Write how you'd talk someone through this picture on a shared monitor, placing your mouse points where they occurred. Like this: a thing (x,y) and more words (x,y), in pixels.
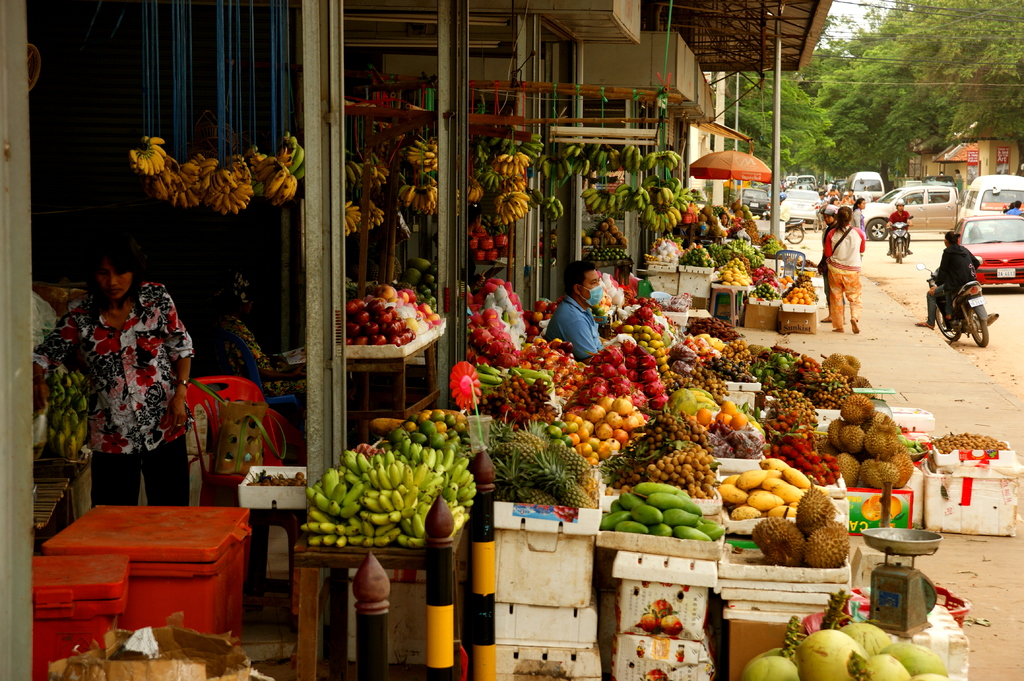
In this picture we can see trees (871,99), vehicles (1008,199) on the road (996,326), people (858,270), few are riding vehicles (978,293). We can see the fruit market (675,148), there are different types of fruits (551,458), containers (659,279), weighing machine (893,615), red umbrellas (751,161), poles (775,170) and pillars (8,533).
